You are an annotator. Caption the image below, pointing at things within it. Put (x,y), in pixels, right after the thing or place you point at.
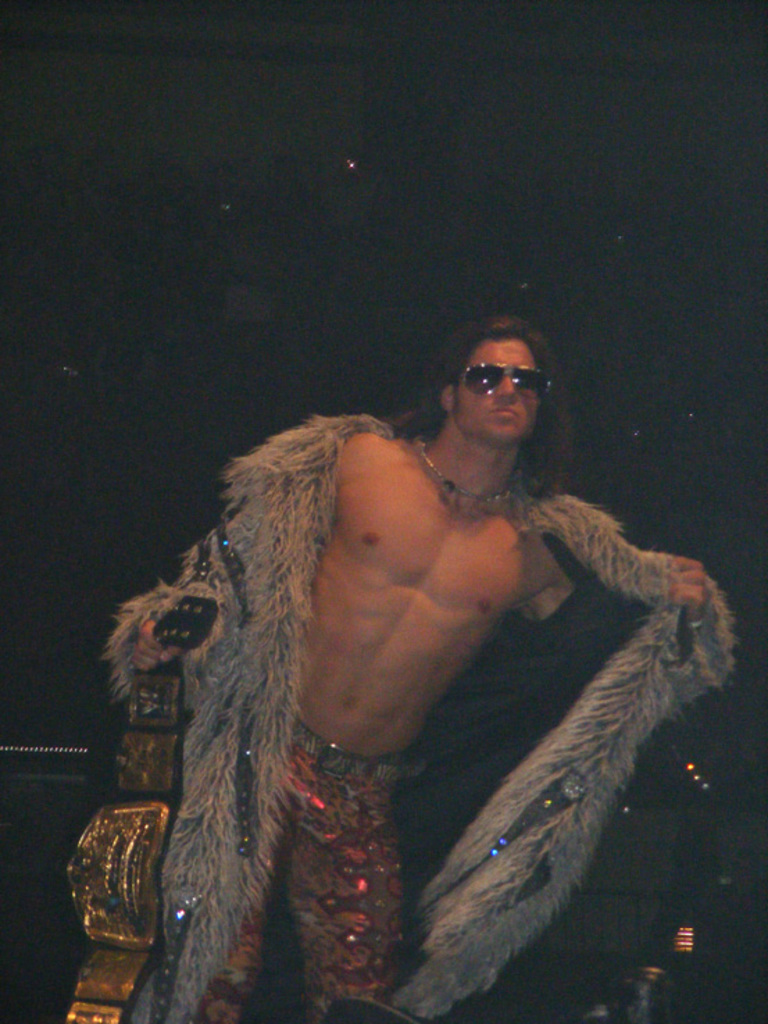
In the foreground of this picture (500,753), there is a man (484,705) standing and holding a gold belt (94,903) in his hand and the background (108,239) is dark.
